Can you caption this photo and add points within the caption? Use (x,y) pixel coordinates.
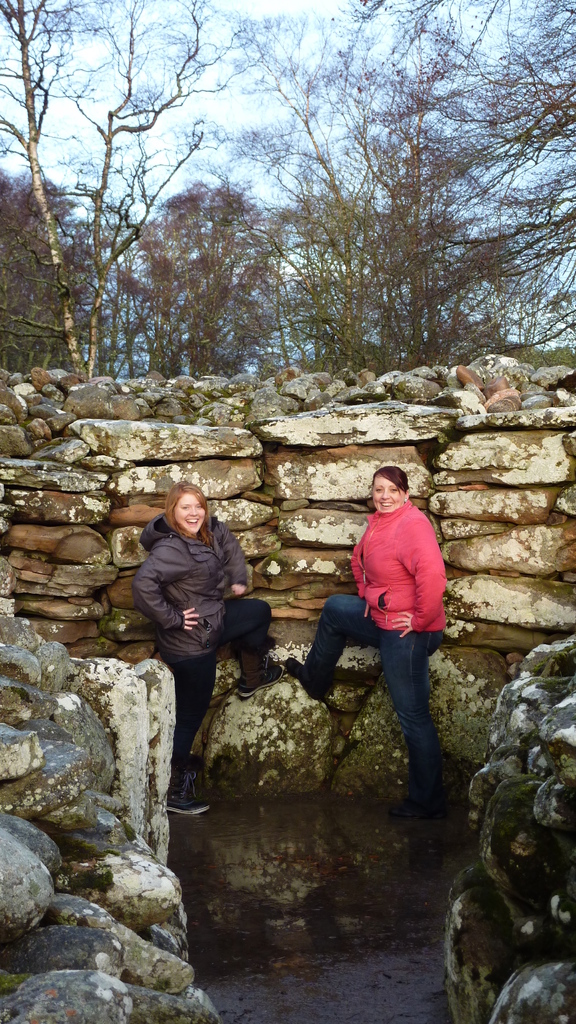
In this image I can see a rock (194,423) in front of rock (289,524) I can see two persons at the top (317,201) there is the sky (88,204) and trees (410,201) visible.
